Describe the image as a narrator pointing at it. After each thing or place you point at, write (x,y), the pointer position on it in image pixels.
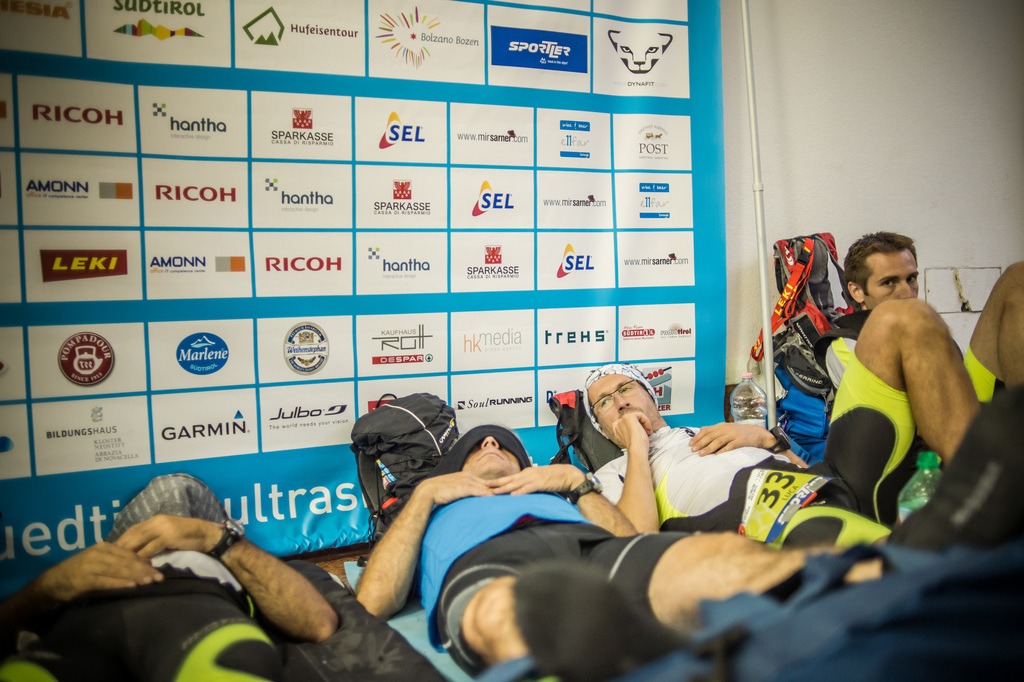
In this image there are a few people (511,589) lying and sitting on the floor (404,661), there are few bags (800,326), a rod (772,383) and a bottle (758,398). In the background (444,252) there is a banner (352,241) with some images (401,276) and text (271,267) on it.
